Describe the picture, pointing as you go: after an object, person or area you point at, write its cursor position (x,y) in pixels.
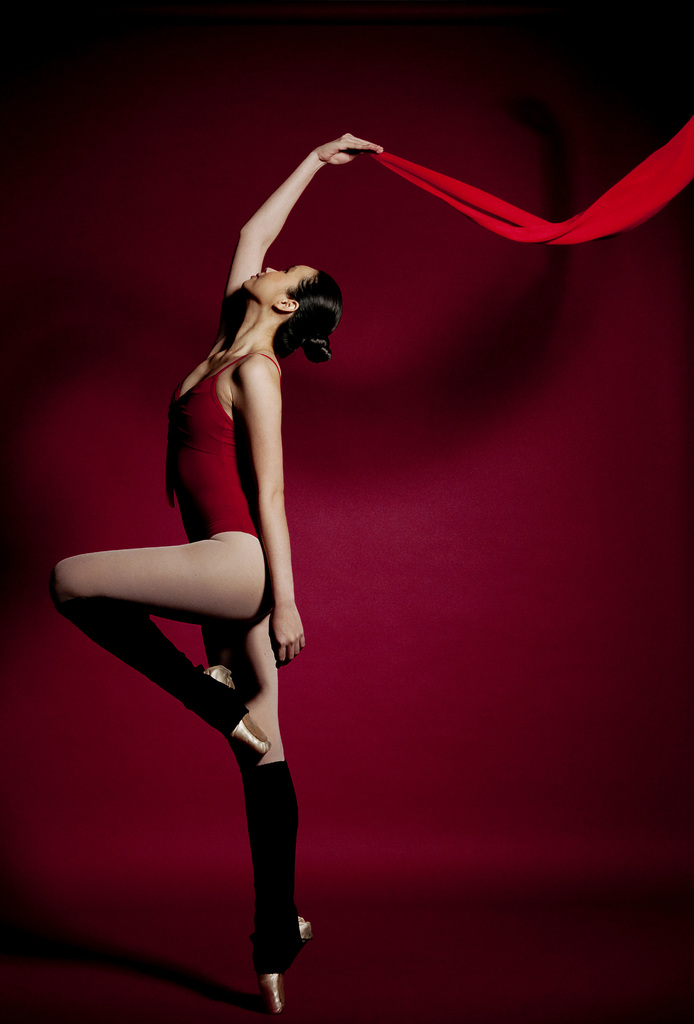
In this picture there is a woman (230,466) in red dress (228,449), holding a red cloth (652,207). The background (379,636) is red.
